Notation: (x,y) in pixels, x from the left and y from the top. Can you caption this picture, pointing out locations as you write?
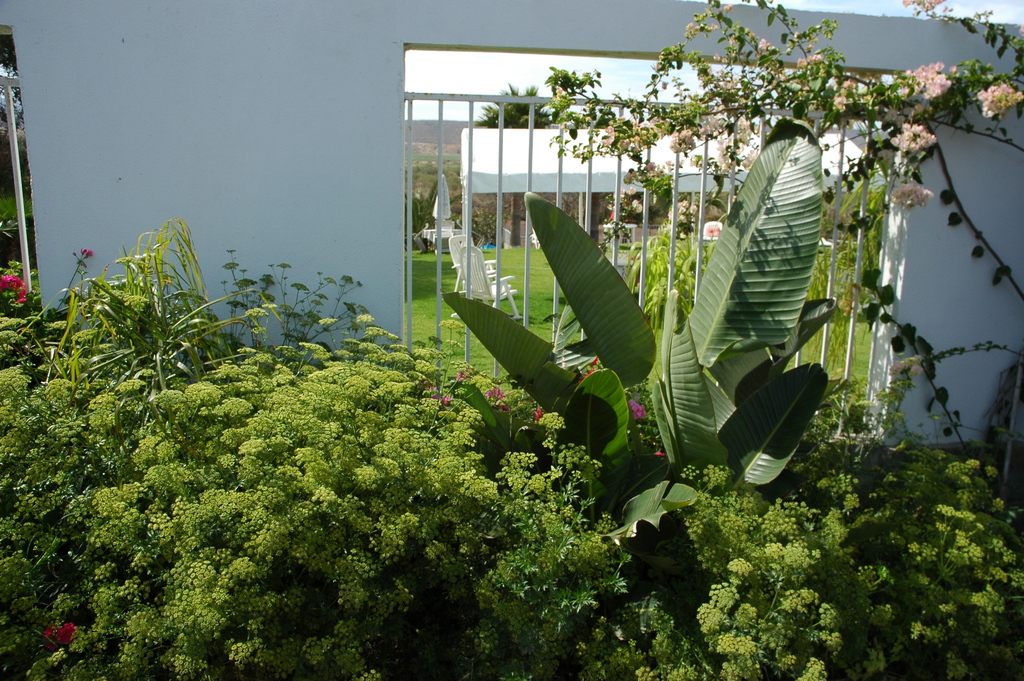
In this image we can see a tent (485,183) and some chairs (503,283) placed on the grass field (543,302). In the foreground of the image (931,332) we can see some flowers (105,589) on the plants (463,501), fence (410,267) and a wall (894,328). In the background (493,120), we can see some trees (510,120) and the sky (890,3).
